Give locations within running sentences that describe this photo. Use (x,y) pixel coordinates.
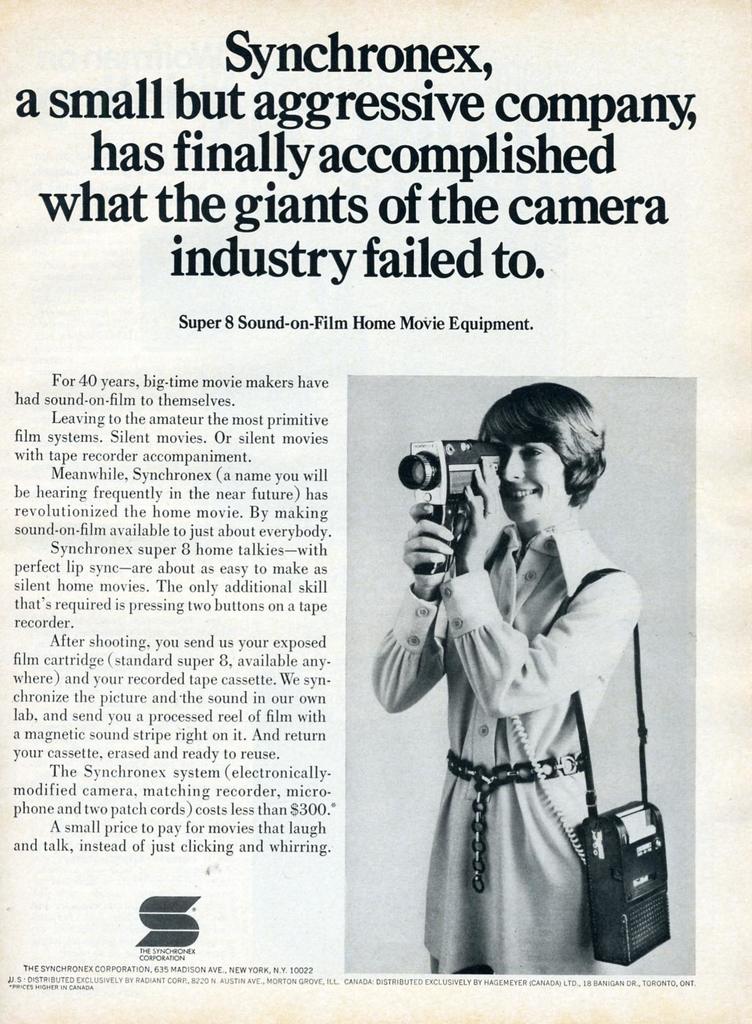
In this image we can see a poster (389,301) with text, picture (483,459) and objects (463,506).
